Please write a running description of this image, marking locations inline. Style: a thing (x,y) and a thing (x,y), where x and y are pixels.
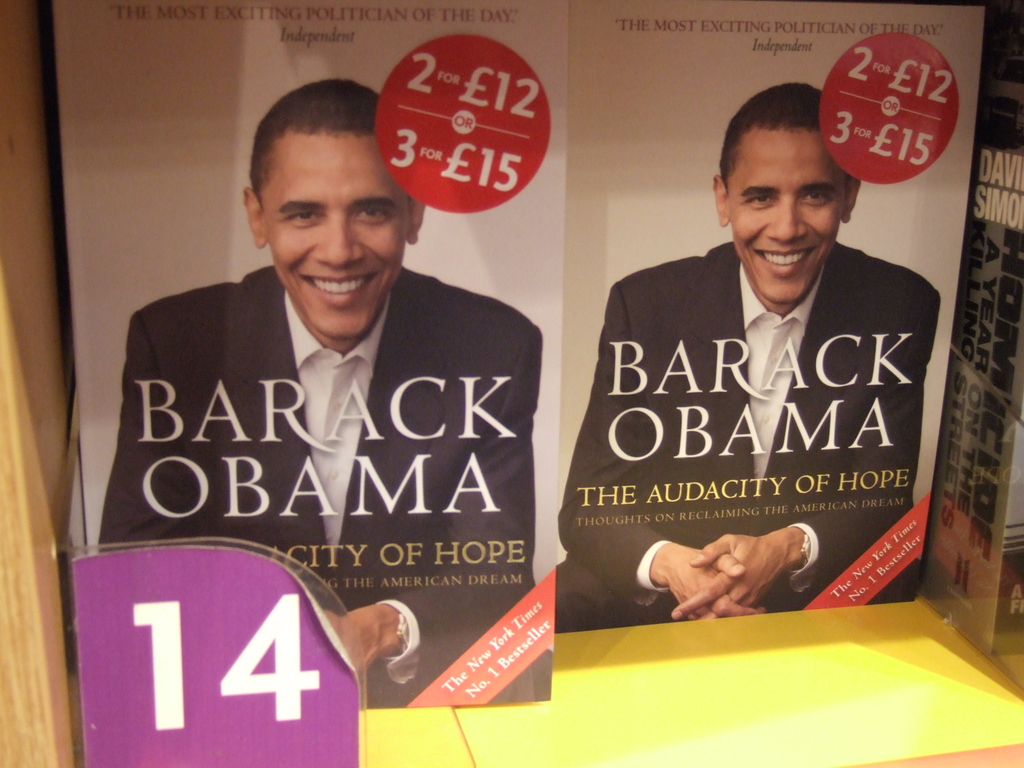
In this image we can see there are books (747,363) on the rack (695,669). And there are images (478,309) and text (752,451) written on it. And at the side there is a wooden object (36,508).
